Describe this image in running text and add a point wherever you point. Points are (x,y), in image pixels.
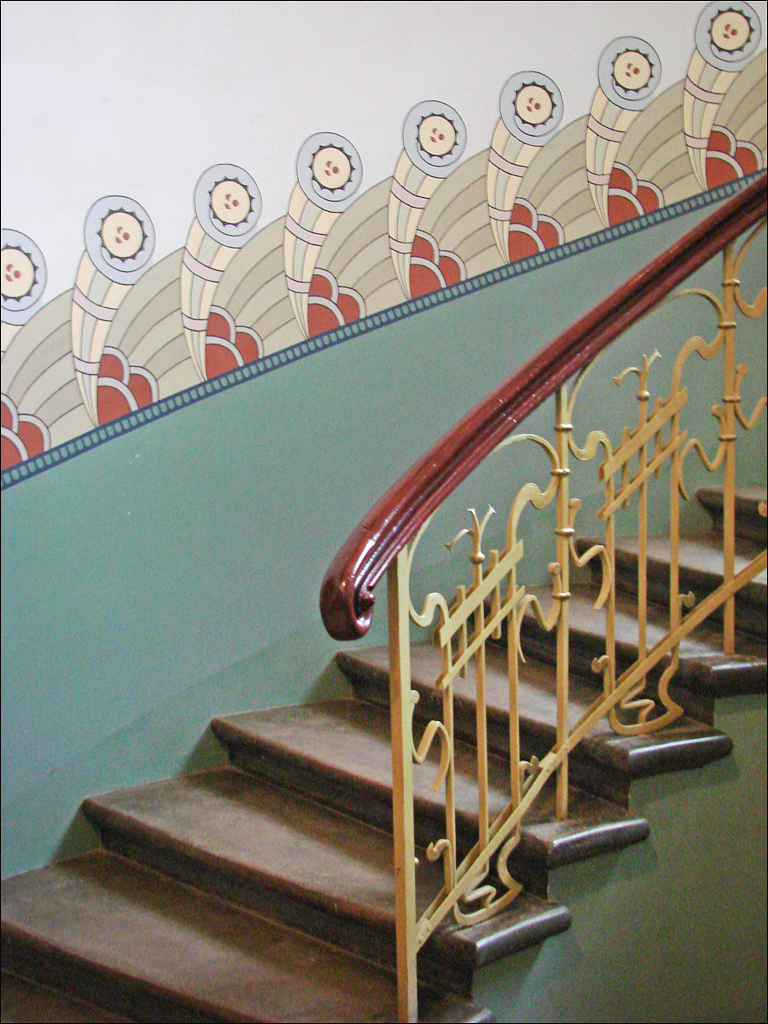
In this image we can see a staircase (181,808) with the railing (613,699). We can also see some pictures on a wall (303,561).
